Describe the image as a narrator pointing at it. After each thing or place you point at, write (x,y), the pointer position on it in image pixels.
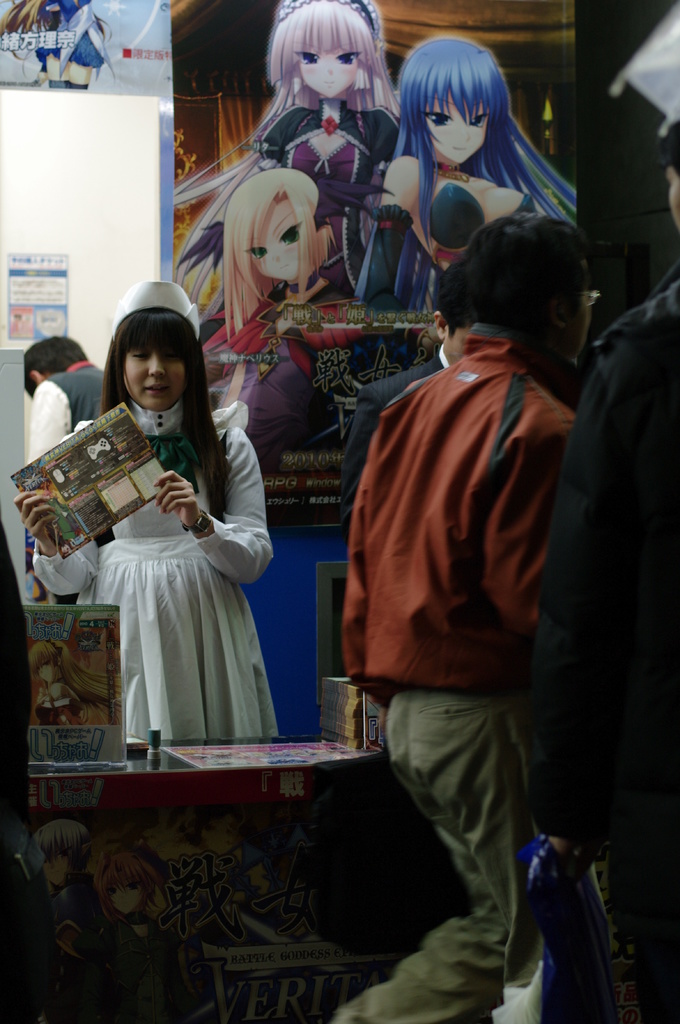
This picture seems to be clicked inside the room (3,698). On the right (507,347) we can see the group of people (534,688). In the center (228,672) we can see the table (207,767) on the top of which some objects (267,746) are placed and we can see a woman (148,613) holding some object (127,484) and standing. In the background (330,402) we can see the text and the depictions (481,139) of persons (270,120) on the banners (286,121) and we can see another person (79,390) seems to be standing on the ground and we can see some other objects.
